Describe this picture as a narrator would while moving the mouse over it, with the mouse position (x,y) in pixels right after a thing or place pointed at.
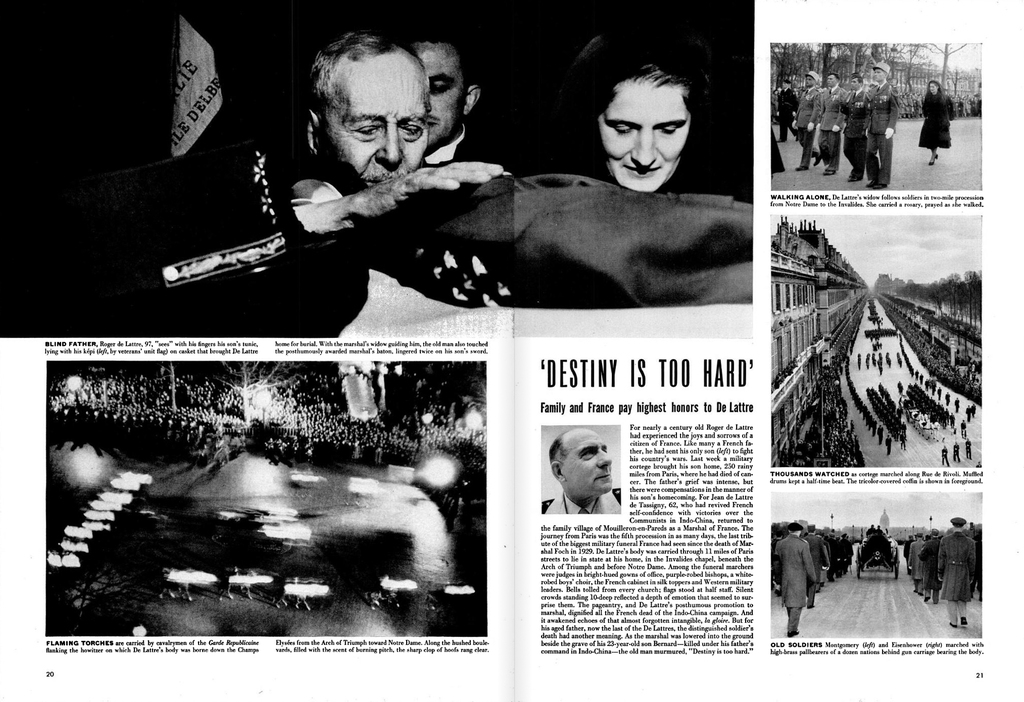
This is collage and black and white image, we can see some text (616,543) and some images (480,365) on it.
